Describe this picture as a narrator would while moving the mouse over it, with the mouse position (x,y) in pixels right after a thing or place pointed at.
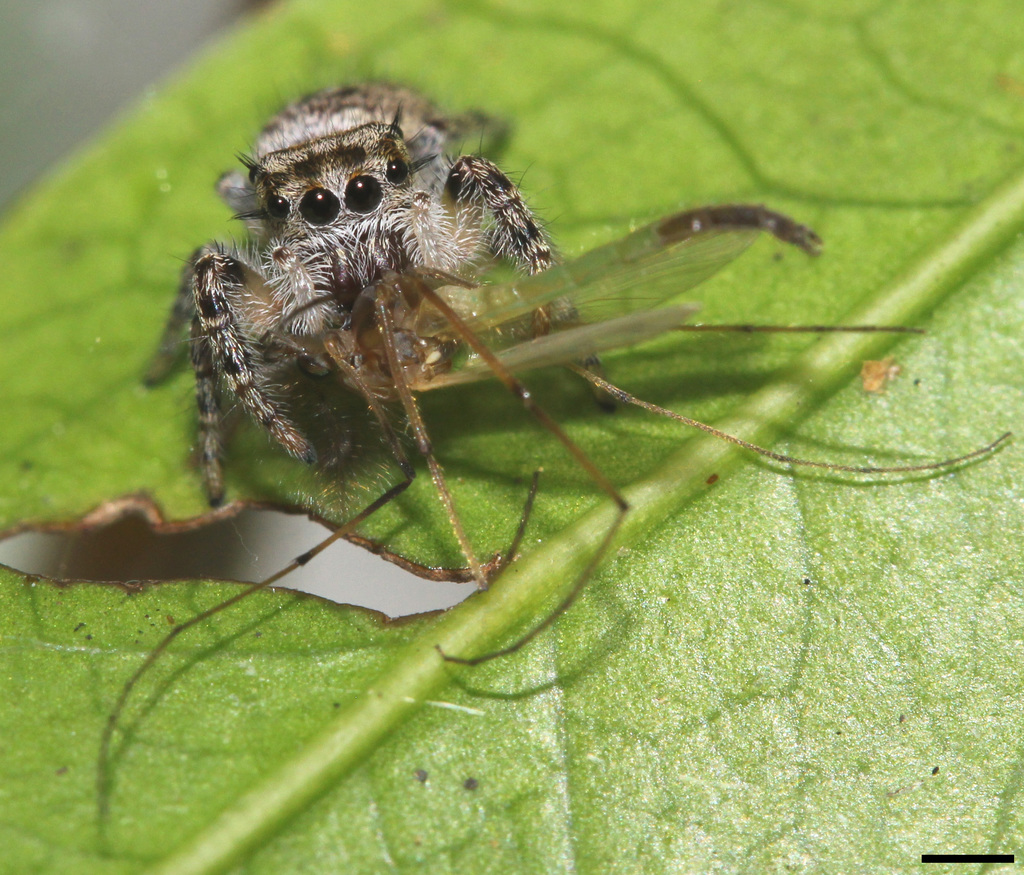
In this image I can see an insect (263,421) on a leaf (849,722).
